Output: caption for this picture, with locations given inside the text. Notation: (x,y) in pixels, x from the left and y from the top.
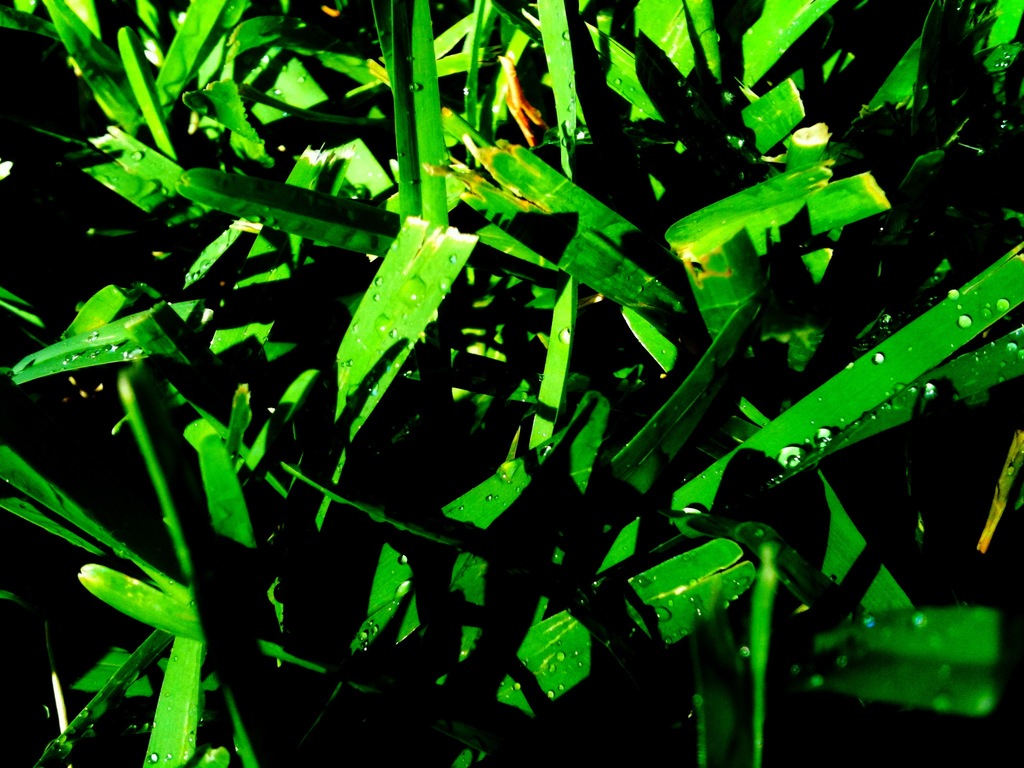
In this image, we can see some droplets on leafs (435,267).
